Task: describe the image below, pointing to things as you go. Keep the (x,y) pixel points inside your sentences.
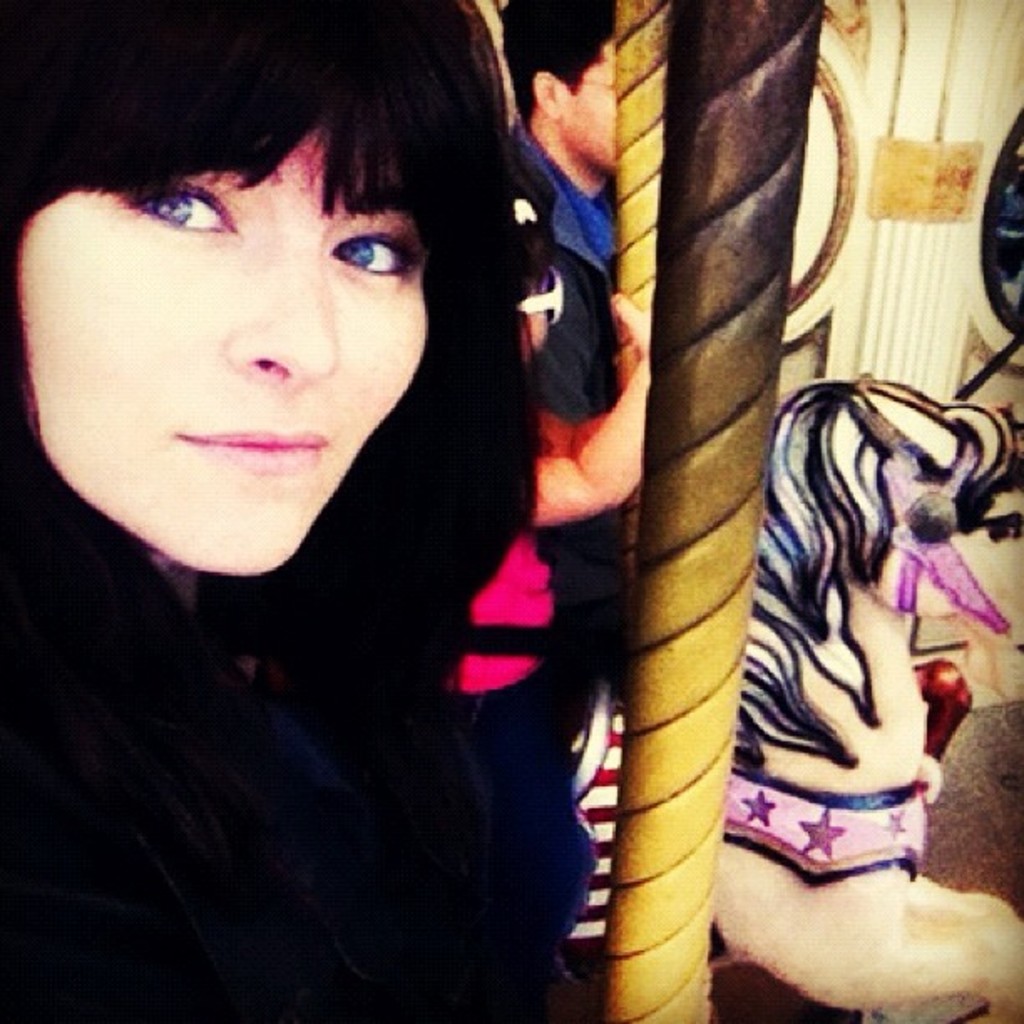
In this image I can see three persons (339,327). In front (81,361) the person (321,367) is wearing black color dress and I can also see few poles (704,170) in brown and black color and I can also see few objects (817,489) in multi color.
